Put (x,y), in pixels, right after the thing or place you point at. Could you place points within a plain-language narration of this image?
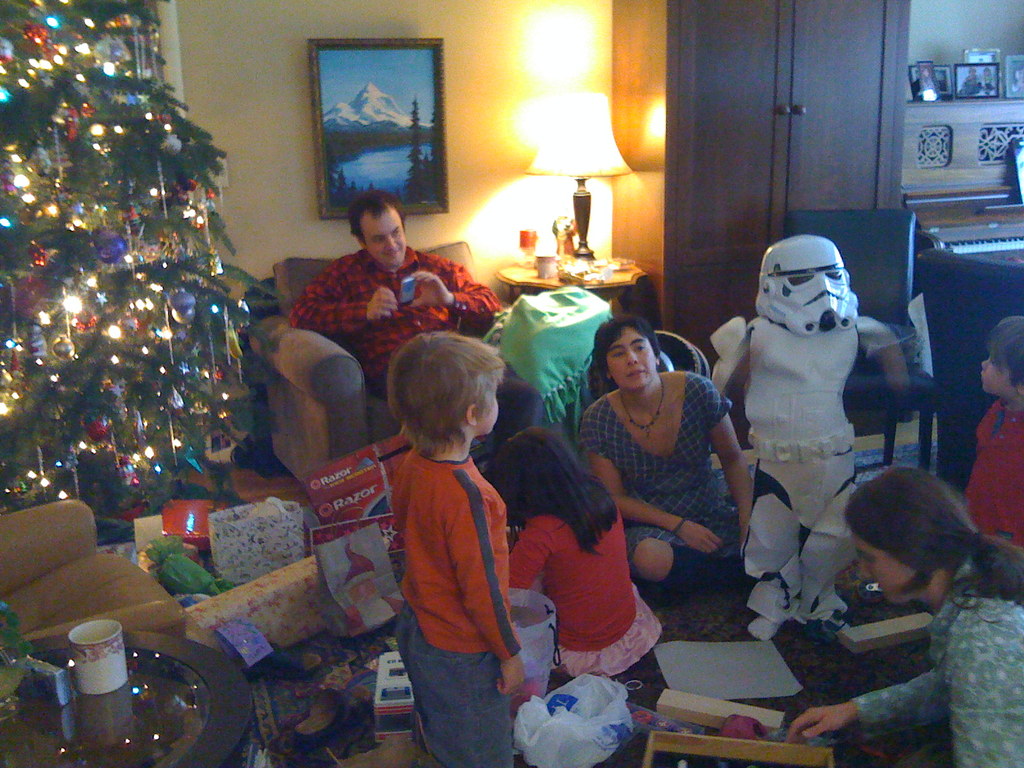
In this image we can see few persons (371,282) are sitting and few kids (488,625) are standing. There are gifts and objects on the floor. On the left side (100,218) we can see decorative lights (88,258) and objects (101,253) are on a tree (86,212). In the background (423,190) we can see a frame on the wall (962,58), wooden objects (954,139) and photo frames (995,65) on a platform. On the left side (18,684) there is a cup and an object (52,692) on a table (227,727).
